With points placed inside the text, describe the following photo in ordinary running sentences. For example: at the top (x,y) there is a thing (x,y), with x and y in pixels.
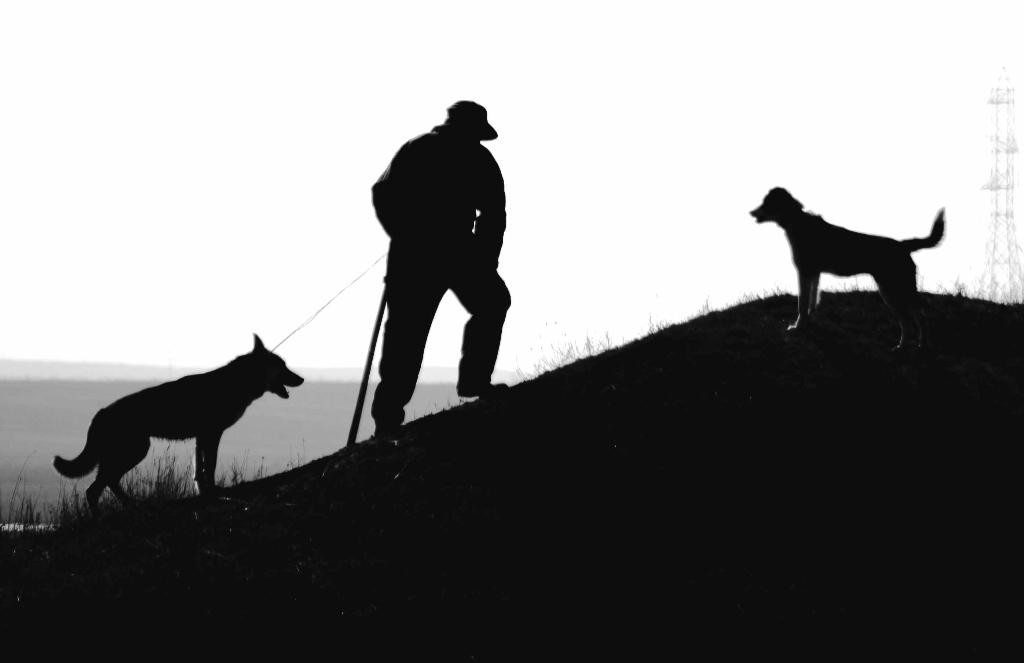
This picture is a outside. In the foreground (606,403) we can see the ground (853,540) with the grass (172,506). In the center (409,243) there is a man (460,374) walking. On the right (809,242) there is a dog (836,238) standing and on the left (174,422) there is a dog (175,437) seems to be walking. In the background (222,58) we can see the sky (894,105) and the pole (1001,234).
